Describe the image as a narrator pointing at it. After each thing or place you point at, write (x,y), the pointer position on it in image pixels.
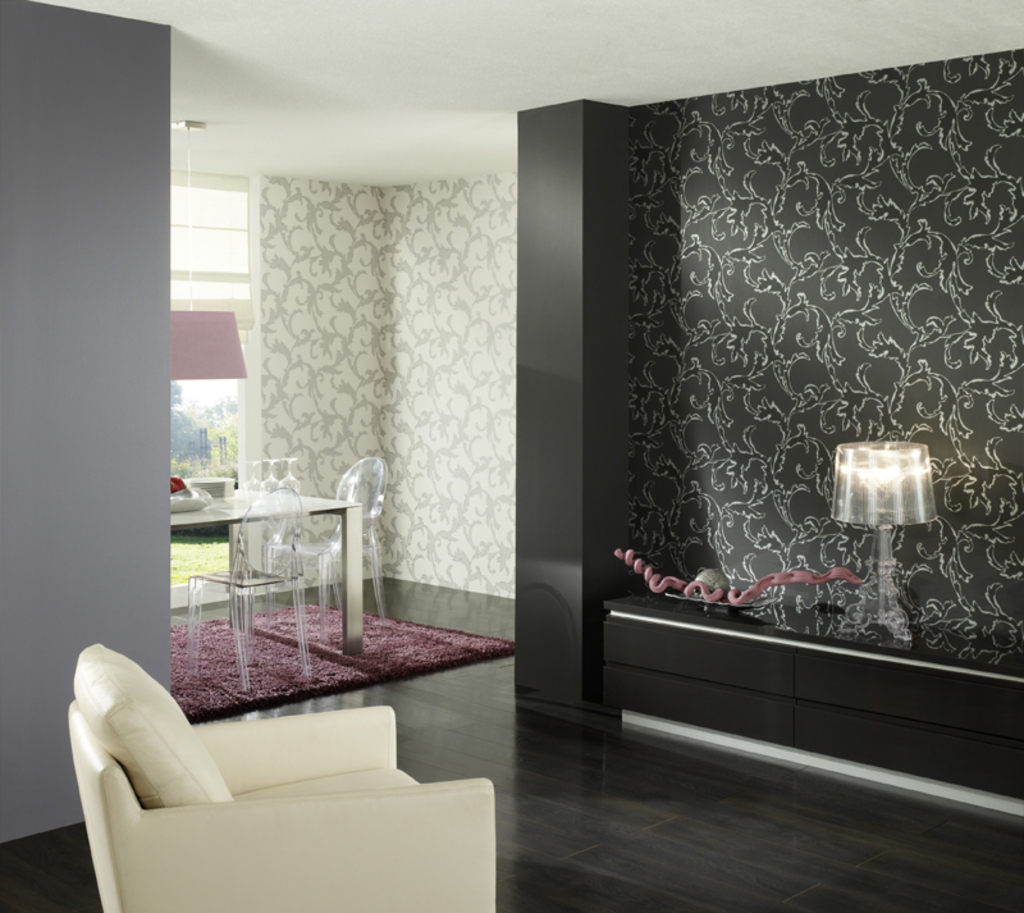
In the picture we can find the house (627,595), and we find a chair (210,875) inside the house (565,514) and we can find a dining table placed on the mat (492,645) and two chairs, on the table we can find three glasses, bowl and tissues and we can also find the window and a well designed and ceiling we can see the lamp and one lamp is placed on the desk (609,624).
